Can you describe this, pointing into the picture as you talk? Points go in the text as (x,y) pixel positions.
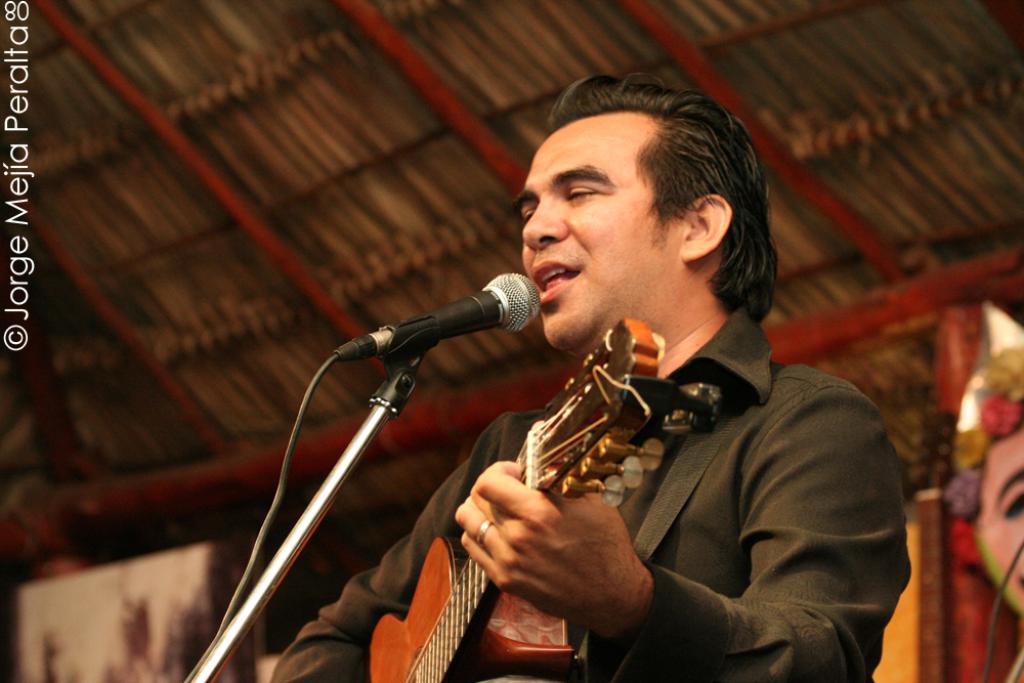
He is holding a guitar (627,484). He is singing a song. He is wearing a black color jacket (795,393). We can see in background (287,274) tent (277,375) and poster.
